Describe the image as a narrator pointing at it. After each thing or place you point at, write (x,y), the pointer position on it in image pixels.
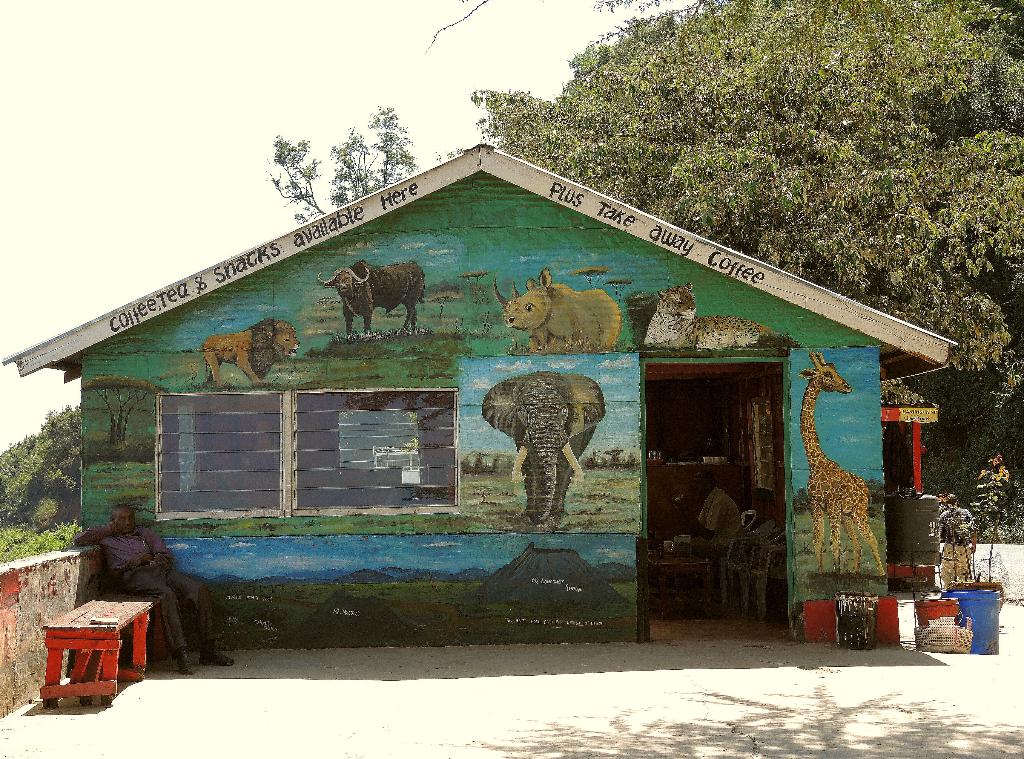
In the center of the picture (480,297) there is a building (463,269) or a small house (434,333), on a house (534,431) there are paintings (536,467), window (455,481) and door (680,528). On the left (39,573) there are bench (116,603), person (184,598) and wall (59,598). On the right (956,575) there are buckets (942,613), tank (925,530) and a person (959,547). In the background (889,232) there are trees (358,167).
